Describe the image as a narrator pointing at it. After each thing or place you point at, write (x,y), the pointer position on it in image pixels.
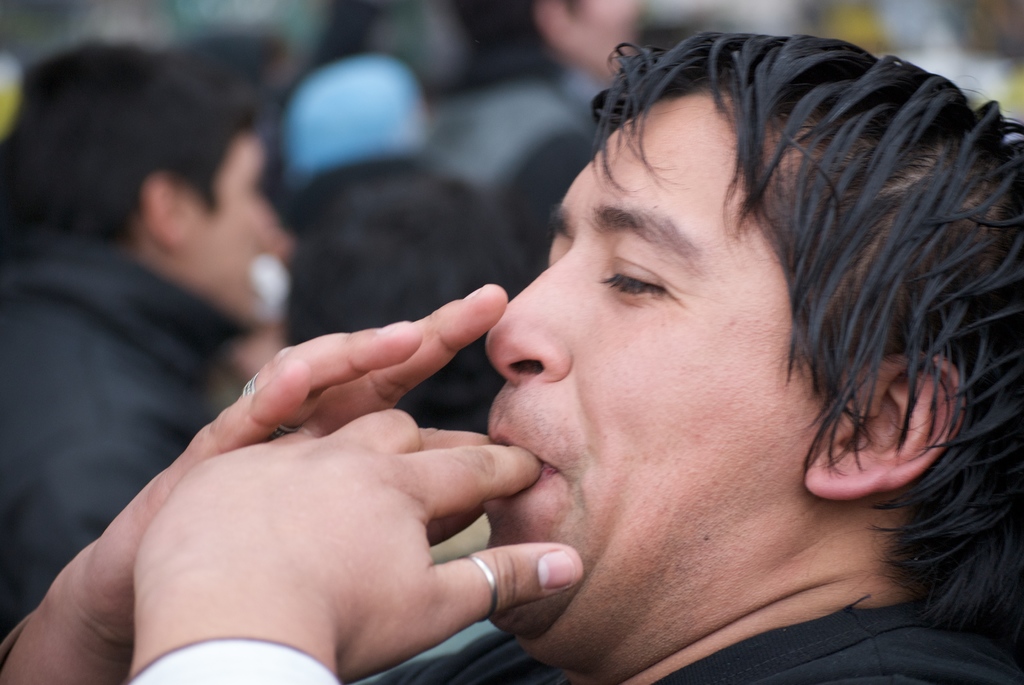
In this in the foreground (235,458) there is a person (315,358) kept his fingers (356,404) on his mouth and in the background (184,286) there might be crowd (318,71).
